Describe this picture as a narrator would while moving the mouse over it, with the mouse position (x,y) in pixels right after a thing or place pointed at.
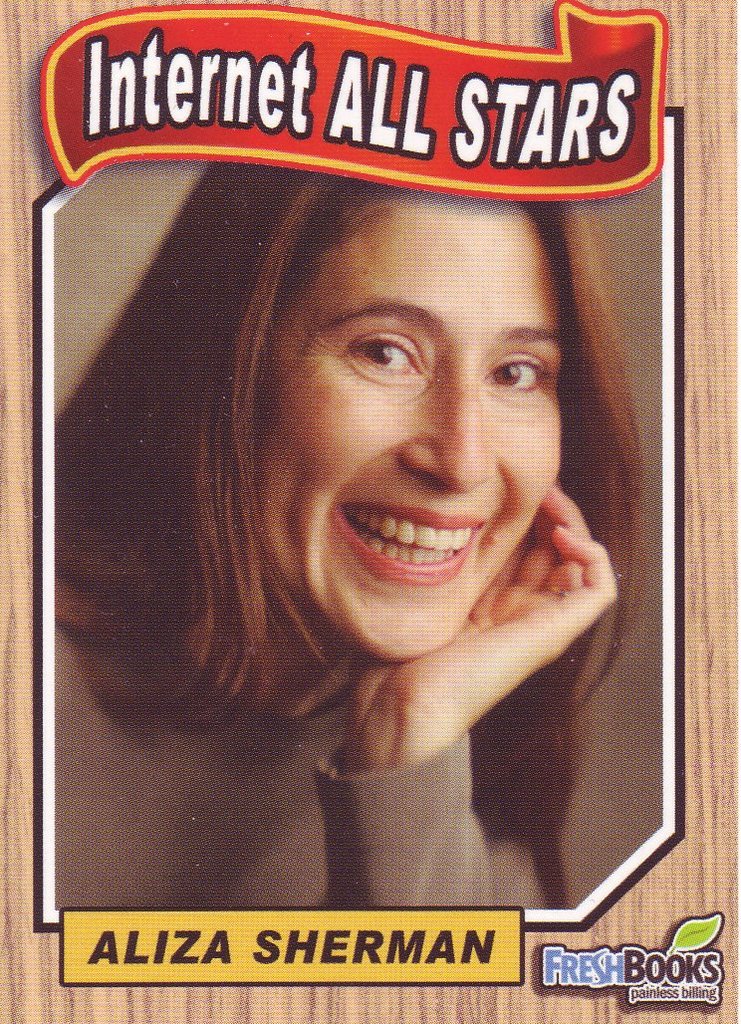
In this picture I can see a poster (420,292) in front (183,293) and in the poster (463,514) I can see a woman (192,287) and I see that she is smiling. I can also see that something is written on the top (147,86) and bottom sides of this picture.
